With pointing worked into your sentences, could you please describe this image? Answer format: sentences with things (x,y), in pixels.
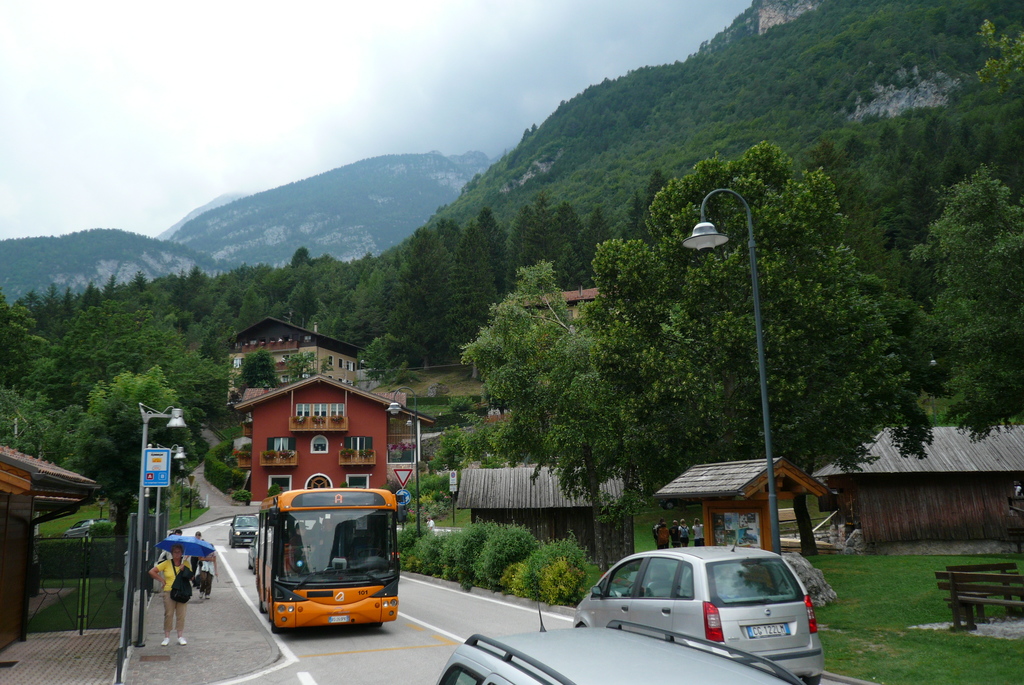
In this image, we can see a bus (331,549) and some cars (592,648) on the road (373,632). On the left (172,585), there is a lady (168,590) standing and holding an umbrella (183,551) and she is wearing a bag (181,591). On the right (954,580), there is a bench (965,587) and in the background (232,314), there are trees (484,361), buildings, sheds (783,484), poles (183,476), name boards (160,466) and sign boards (161,483).
